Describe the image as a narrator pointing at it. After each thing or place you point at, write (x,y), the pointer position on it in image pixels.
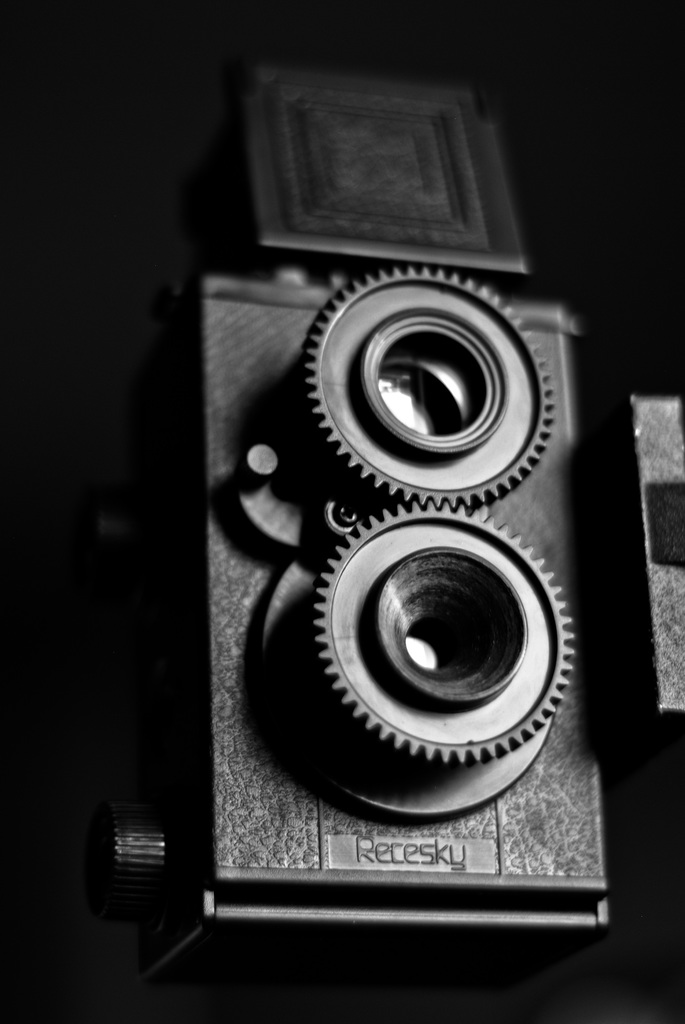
In this image we can see one camera (286,433) with camera lens (380,619) on the surface (154,233).
